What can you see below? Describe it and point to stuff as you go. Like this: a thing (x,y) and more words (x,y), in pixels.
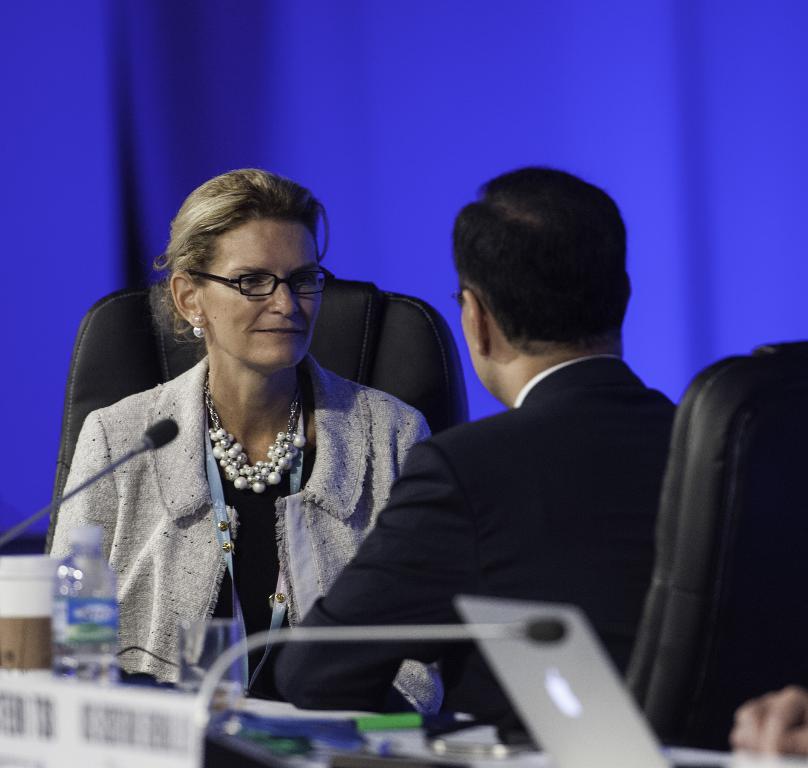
In this picture I can see two persons (409,465) sitting on the chairs (788,676), there are mics (103,473), a water bottle (72,561), glass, paper cup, laptop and some other items (21,680) on the table (206,750), and there is blue background (59,249).
